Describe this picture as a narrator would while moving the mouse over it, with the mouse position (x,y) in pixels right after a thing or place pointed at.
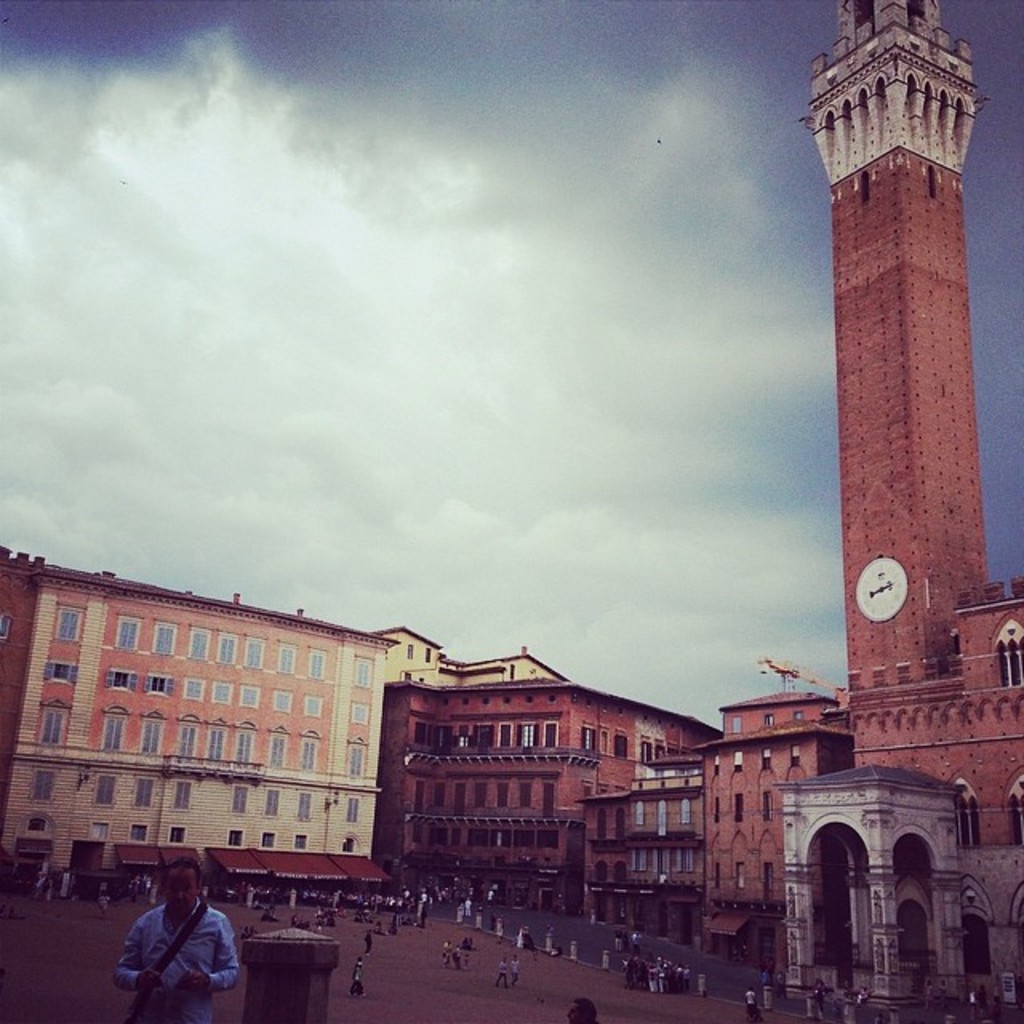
In the picture we can see a path surface (466,982) on it, we can see some people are walking and standing and in the background (125,787), we can see some buildings (279,750) with windows (600,817) and we can also see the clock tower (923,665) with a clock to it and behind it we can see the sky (450,357) with clouds (376,445).
